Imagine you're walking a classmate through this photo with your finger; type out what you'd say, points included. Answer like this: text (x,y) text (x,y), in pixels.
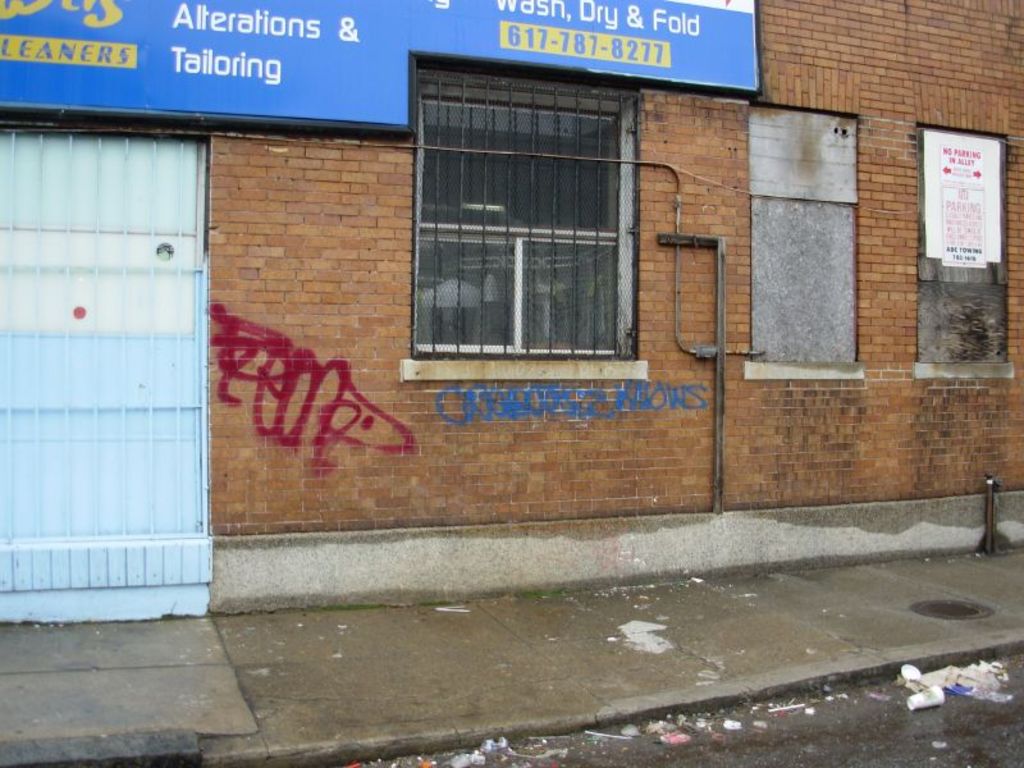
The picture is taken outside the street (412,635). At the bottom (703,636) there is footpath (603,681) and road (687,721), on the road (818,705) there is some waste (903,675). In the center (430,328) there are windows (595,235), pipes (696,354) and a gate (40,282). At the top (488,40) there is a hoarding (302,43). In the center (352,262) towards right (836,429) there is brick wall (642,253).
